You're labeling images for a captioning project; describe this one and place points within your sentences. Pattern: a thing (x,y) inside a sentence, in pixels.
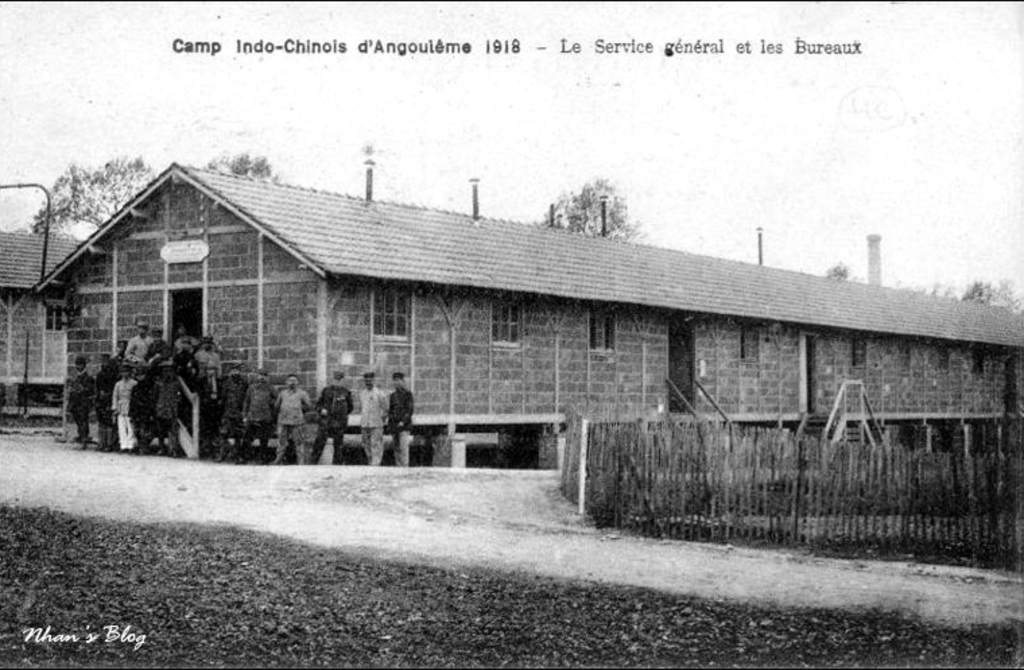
In this image we can see black and white picture of a building (620,367) with a group of windows (745,355), poles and staircase (874,424). On the left side of the image (81,394) we can see a group of people (252,415) standing on the ground (405,481). On the right side of the image (761,502) we can see a fence (599,484). In the background (122,159), we can see a group of trees (577,224), the sky (530,207) and some text (837,53).
